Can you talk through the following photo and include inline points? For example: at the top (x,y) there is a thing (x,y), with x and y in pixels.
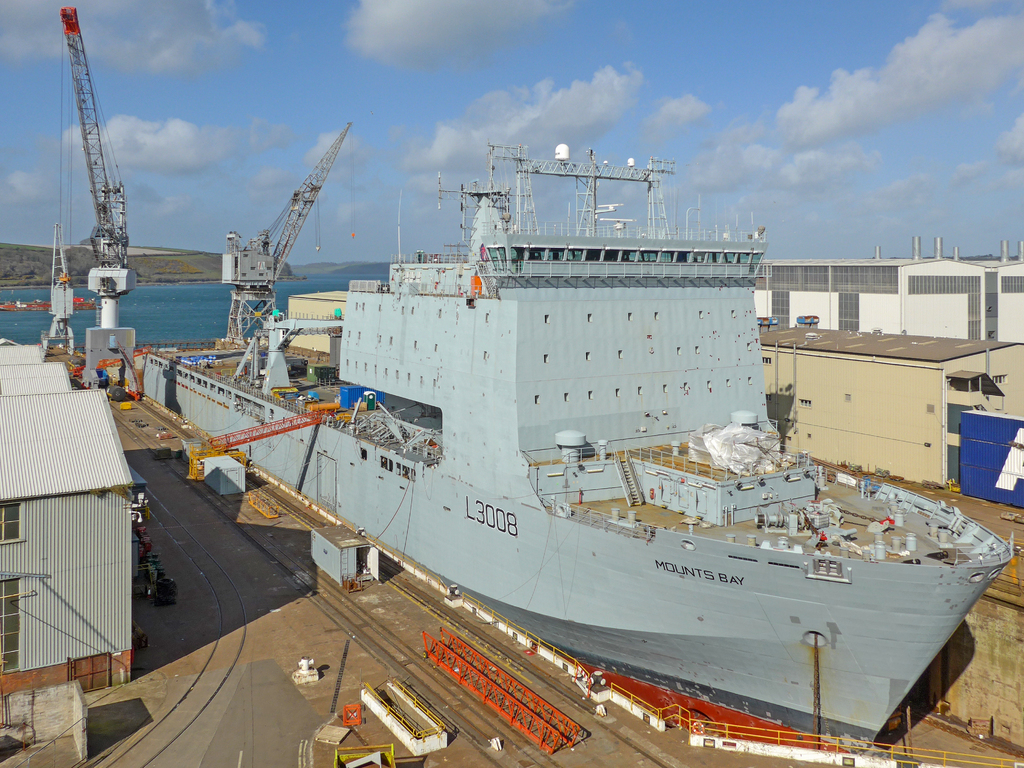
We can see ship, shed (985,375), cranes (120,234), houses (973,401), building (905,355) and some objects (209,359) on the surface (212,614). In the background (176,332) we can see object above the water (192,329), hill (2,254) and sky (137,234) with clouds (658,129).
